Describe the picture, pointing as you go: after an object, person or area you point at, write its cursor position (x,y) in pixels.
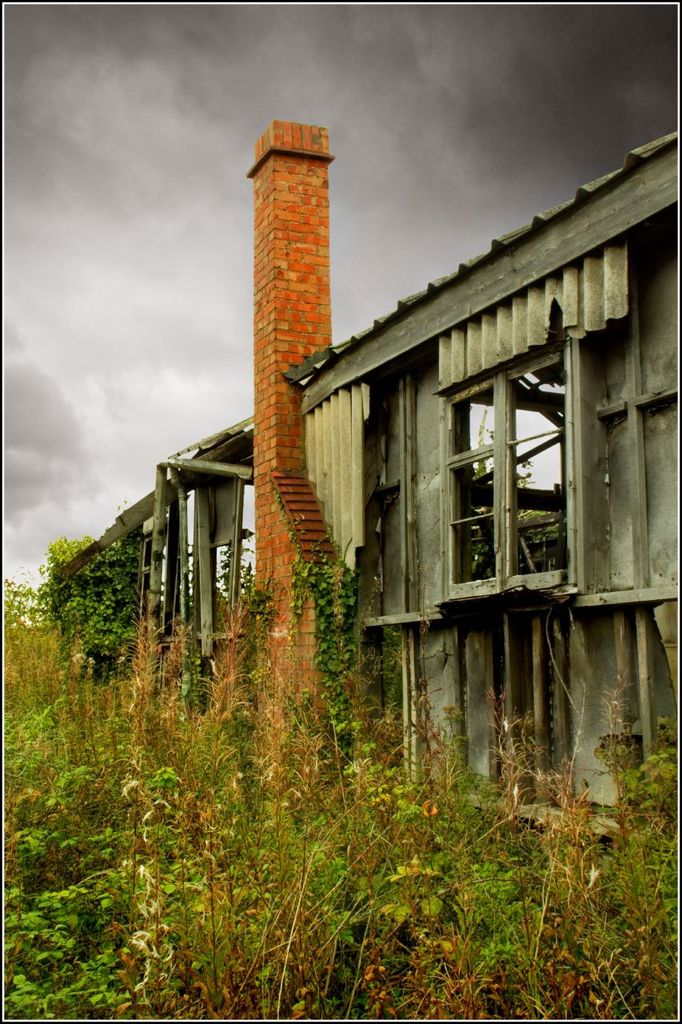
In the center of the image (414,562) we can see a building (509,420) with windows (525,386), a tower (288,486). In the foreground (439,792) we can see group of plants (285,832). In the background (45,407), we can see the cloudy sky (232,178).
